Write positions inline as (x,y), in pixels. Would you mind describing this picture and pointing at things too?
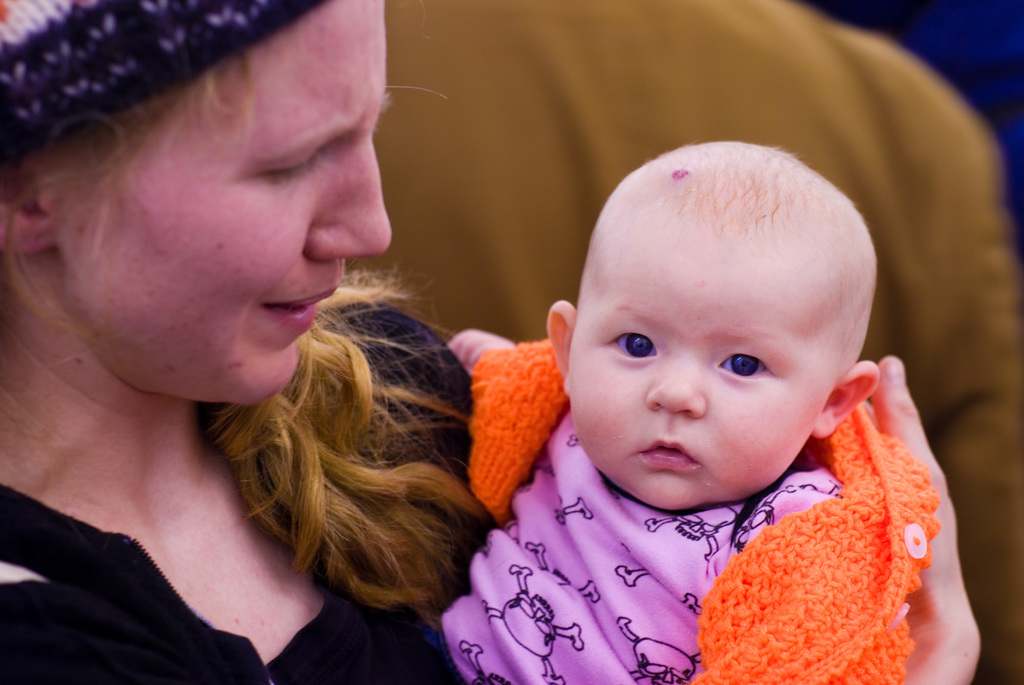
In this picture I can observe a woman (206,371) and baby (636,522) in the middle of the picture (405,375). The background (486,115) is blurred.
